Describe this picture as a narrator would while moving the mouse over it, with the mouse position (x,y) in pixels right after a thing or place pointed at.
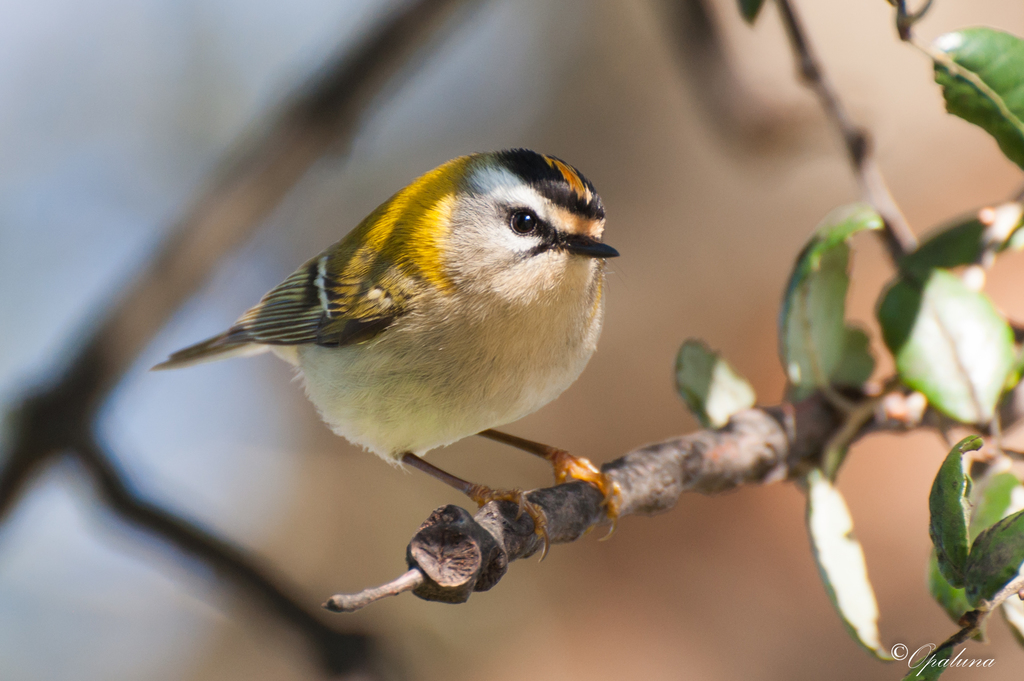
In this picture, we see a bird (493,306) in black and yellow color is on the branch (743,449) of the plant (801,439). On the right side of the picture (840,339), we see a tree (763,406) or a plant (815,302).
